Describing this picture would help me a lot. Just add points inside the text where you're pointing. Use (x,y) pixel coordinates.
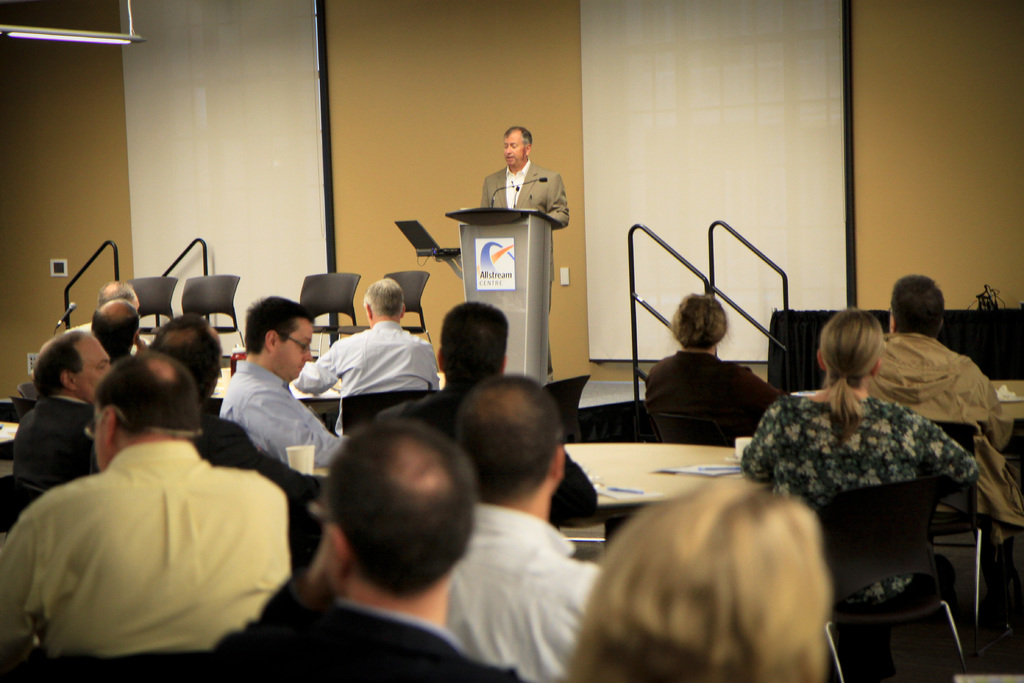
This picture seems to be clicked inside the hall (682,523). In the foreground (203,492) we can see the group of people (736,380) sitting on the chairs (9,525) and we can see there are some objects (679,468) placed on the top of the tables (617,463) and we can see a person (491,178) wearing suit (491,178) and standing behind the podium (509,291) and we can see the laptop (424,239) and the microphones (493,205) and we can see chairs (186,301), handrails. In the background (801,282) we can see the wall (964,101), projector screen (693,91), light (124,34) and some other objects (799,316).
